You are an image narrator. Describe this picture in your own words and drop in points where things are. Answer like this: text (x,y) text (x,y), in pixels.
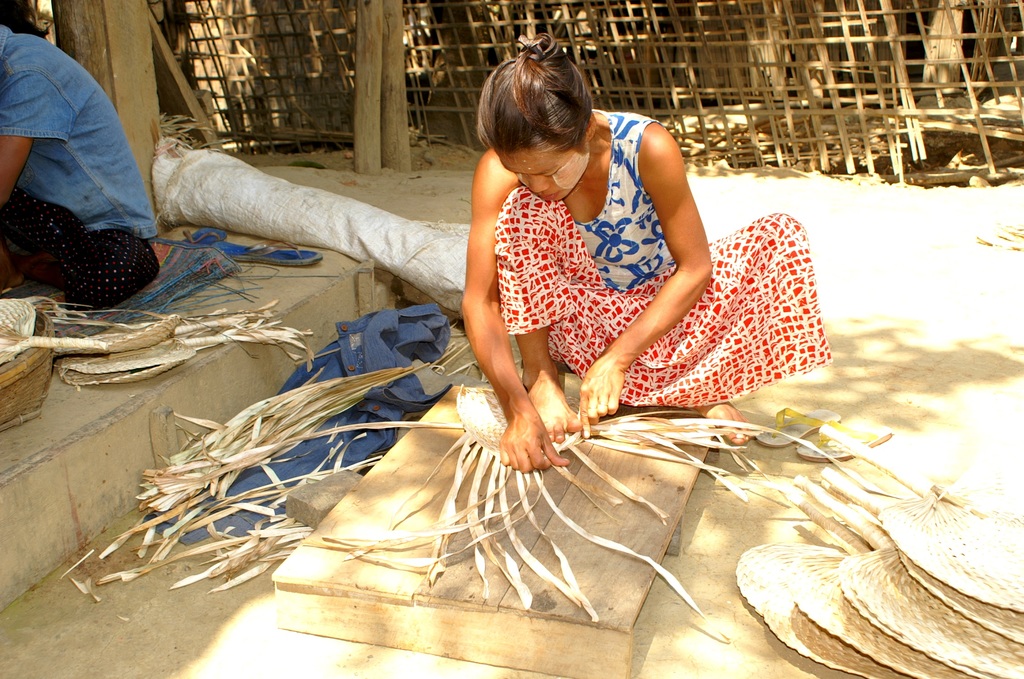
In this image I can see two persons (48,181) are sitting and I can see one of them is making an object (462,391). I can also see a board (649,520) under her leg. On the both sides of the image I can see few things (837,530), few slippers (225,236) and few other stuffs (205,493). In the background (918,34) I can see few wooden poles (373,67).
